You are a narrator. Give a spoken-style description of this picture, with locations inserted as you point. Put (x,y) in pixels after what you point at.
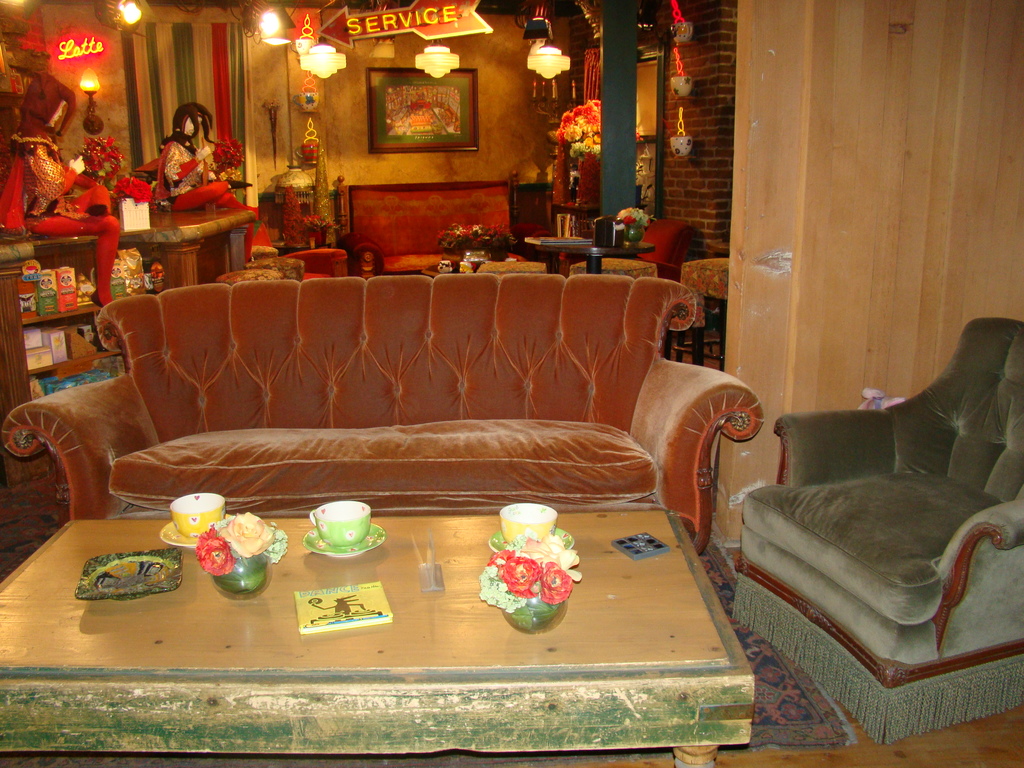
In this picture we can see sofa (624,508). This is table (625,714). On the table (611,730) there are cups (178,497), and a flower vase (517,573). On the background (344,131) there is a wall (757,202) and this is frame (422,128). These are the lights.
